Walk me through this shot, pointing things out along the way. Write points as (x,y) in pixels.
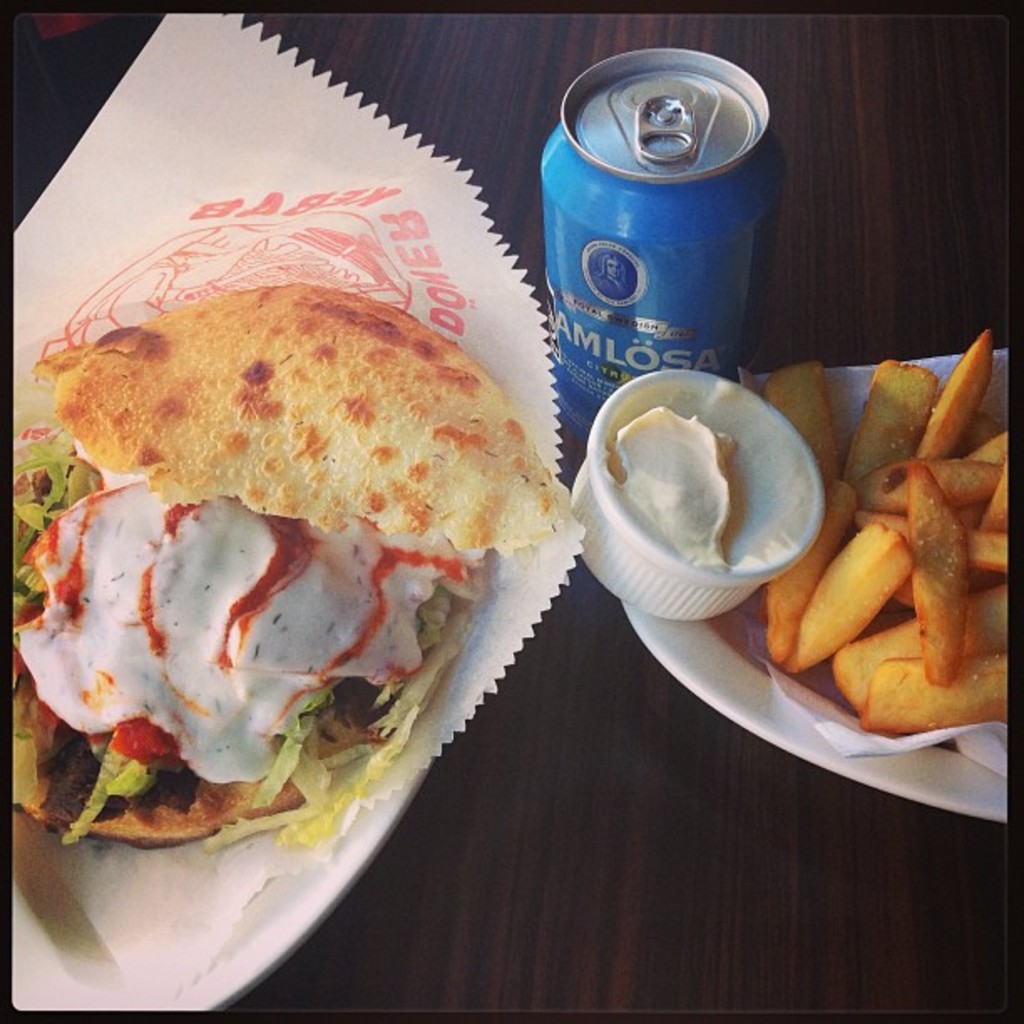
In this picture I can see there are a burger (400,389) and fries (944,524) placed on the plate (868,771) and there is a beverage can (690,196) place on the table (488,851).
